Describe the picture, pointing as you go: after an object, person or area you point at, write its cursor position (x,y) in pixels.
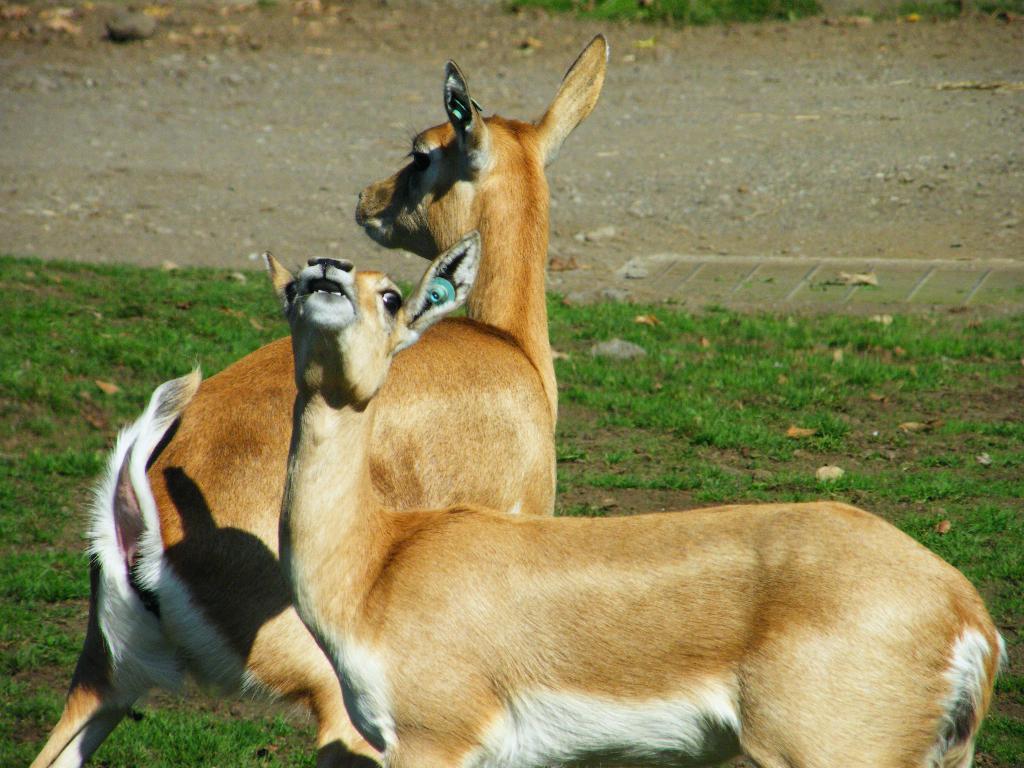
In the picture we can see two deer (525,607) are standing on the grass surface (78,388) and beside the sand surface (949,102) we can see a muddy surface (406,103).
